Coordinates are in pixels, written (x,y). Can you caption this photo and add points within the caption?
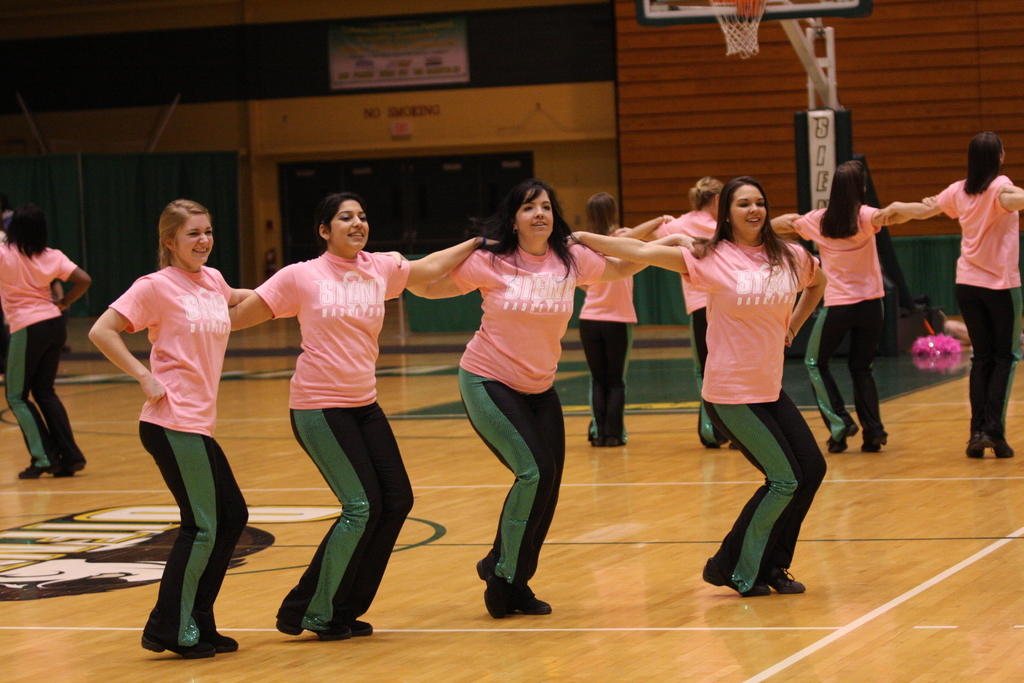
In this picture I can see a group of women (503,318) are standing together. These women (265,310) are wearing pink color t-shirts (375,336), pants (231,508) and shoes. In the background (732,39) I can see a board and basket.
